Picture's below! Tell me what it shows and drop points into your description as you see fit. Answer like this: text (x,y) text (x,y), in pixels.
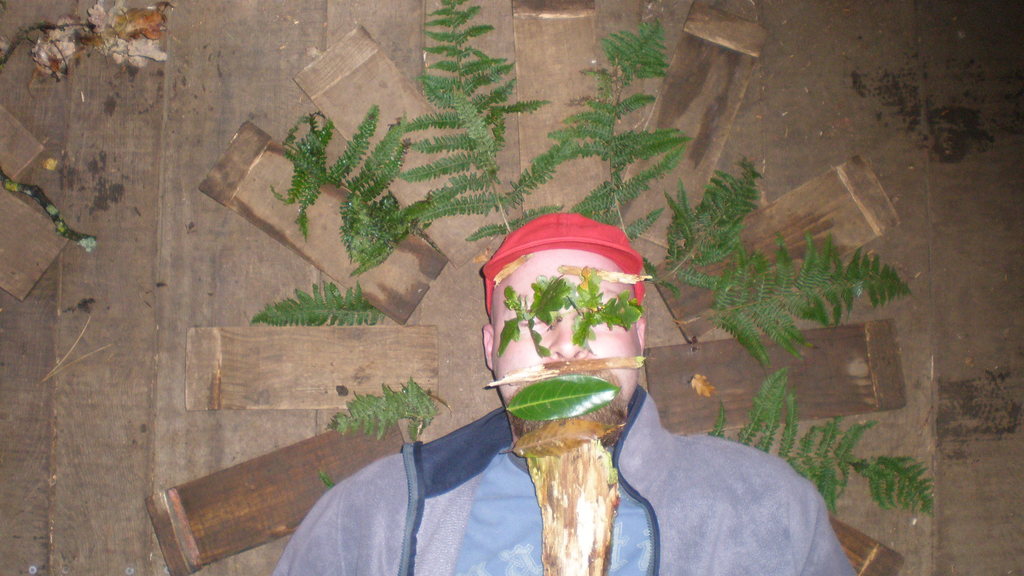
In this image, we can see a man (743,467) lying on the wooden floor (966,335). We can see some green leaves (391,143).
